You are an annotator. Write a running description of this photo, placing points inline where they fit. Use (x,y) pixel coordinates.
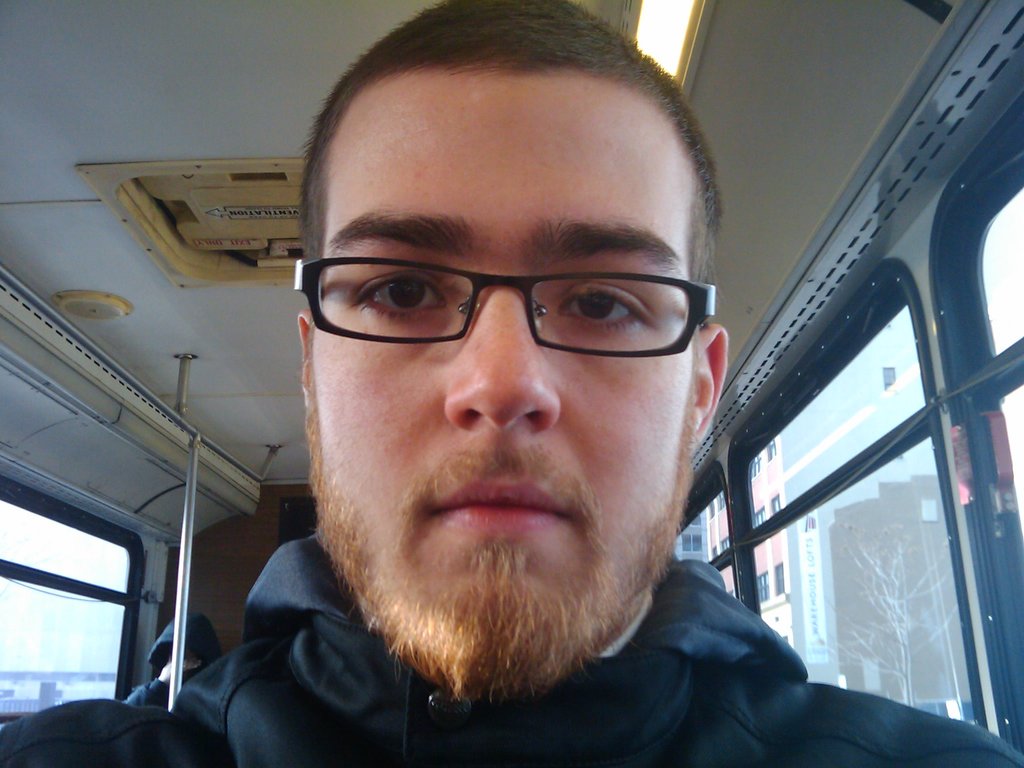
This is inside of a vehicle (261,82), there is a man (576,374) wore spectacle (582,345). We can see glass windows (793,575), pole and person (199,651), through these windows (814,581) we can see buildings (827,527), trees (868,591) and sky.
